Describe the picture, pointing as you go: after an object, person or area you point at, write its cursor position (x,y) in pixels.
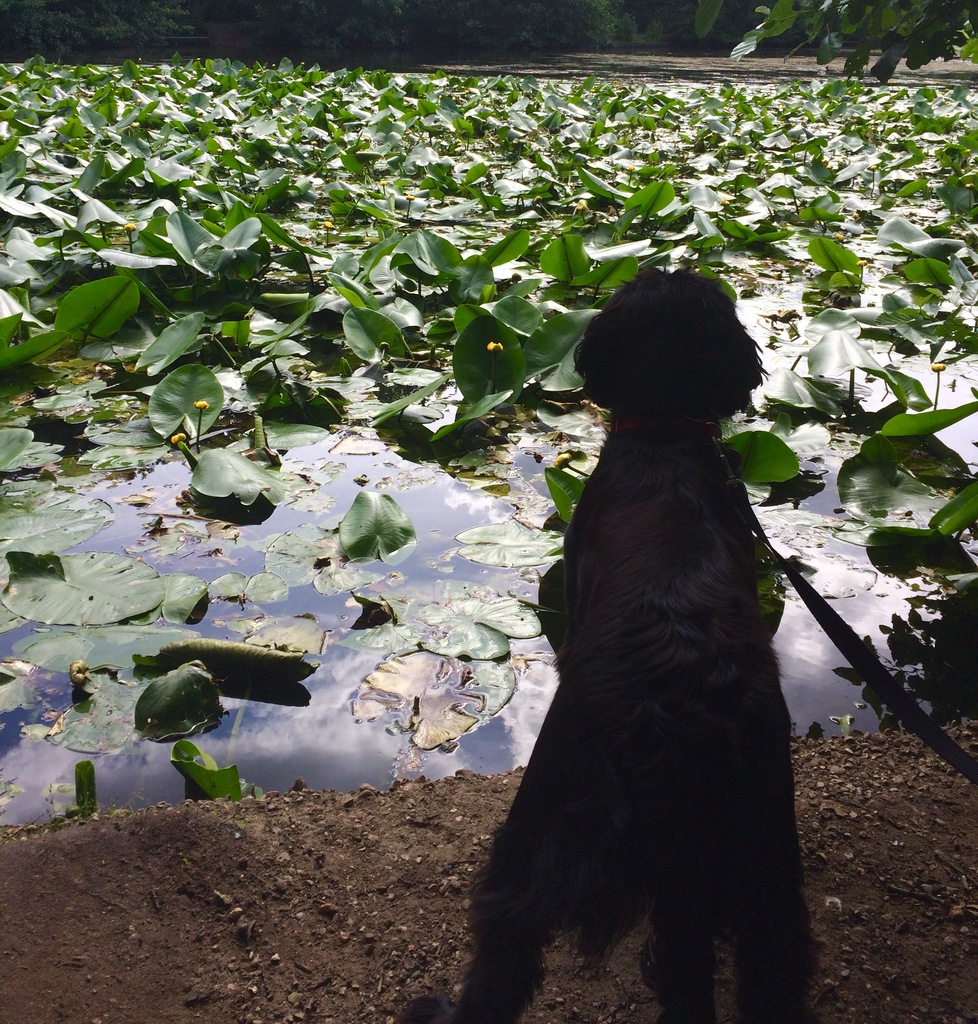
In this image, we can see a dog (687,681) with a belt (824,617) and in the background (346,382), there are water plants (246,447) in the water (319,705) and we can see trees (651,27).
